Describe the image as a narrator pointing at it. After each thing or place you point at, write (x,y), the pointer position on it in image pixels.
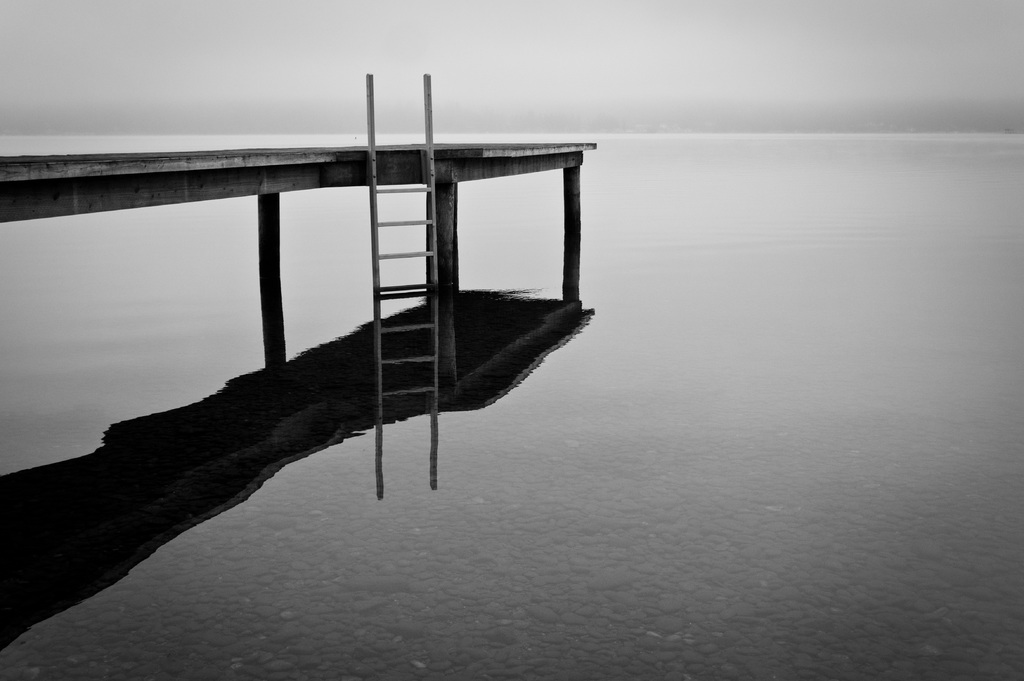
In this image we can see a sea (504,136). There is a sky (796,102) in the image. There is a reflection (339,416) of a bridge (551,151) on the water surface (325,403). There is a ladder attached to the bridge (549,165).
